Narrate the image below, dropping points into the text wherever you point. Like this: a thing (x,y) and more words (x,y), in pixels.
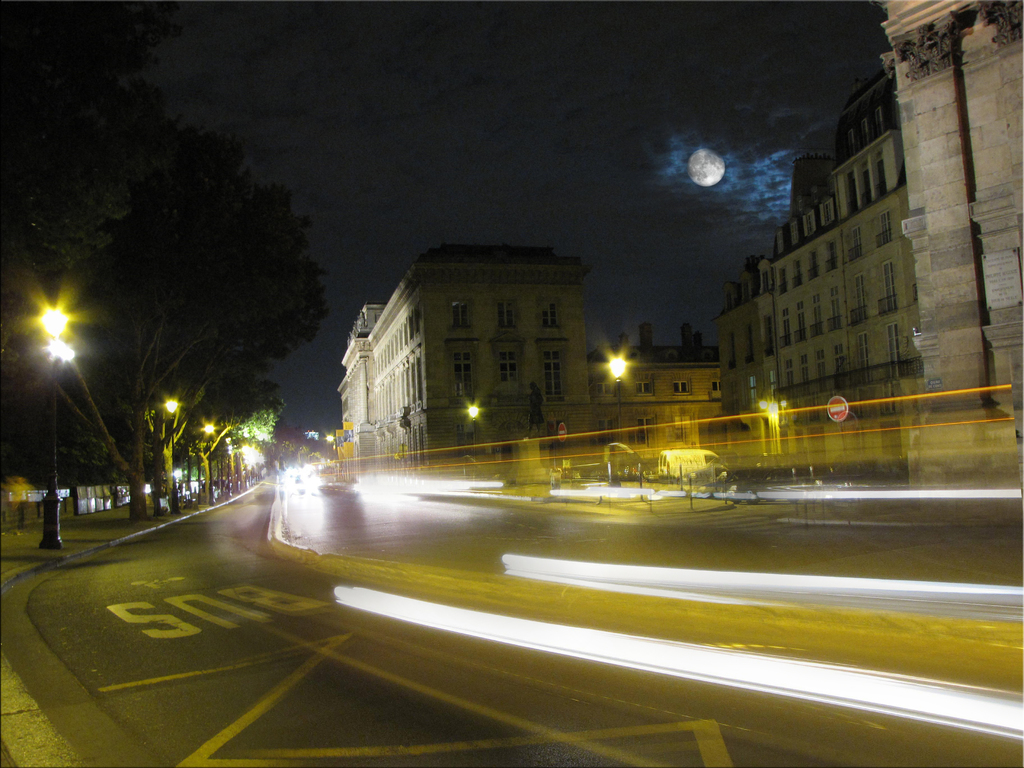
This image is taken during night time. In this image we can see the buildings (614,379) and also the trees (191,364) and light poles (617,365). At the top (476,54) there is sky (482,50) with the moon (720,168) and at the bottom (338,609) we can see the road (323,644).
